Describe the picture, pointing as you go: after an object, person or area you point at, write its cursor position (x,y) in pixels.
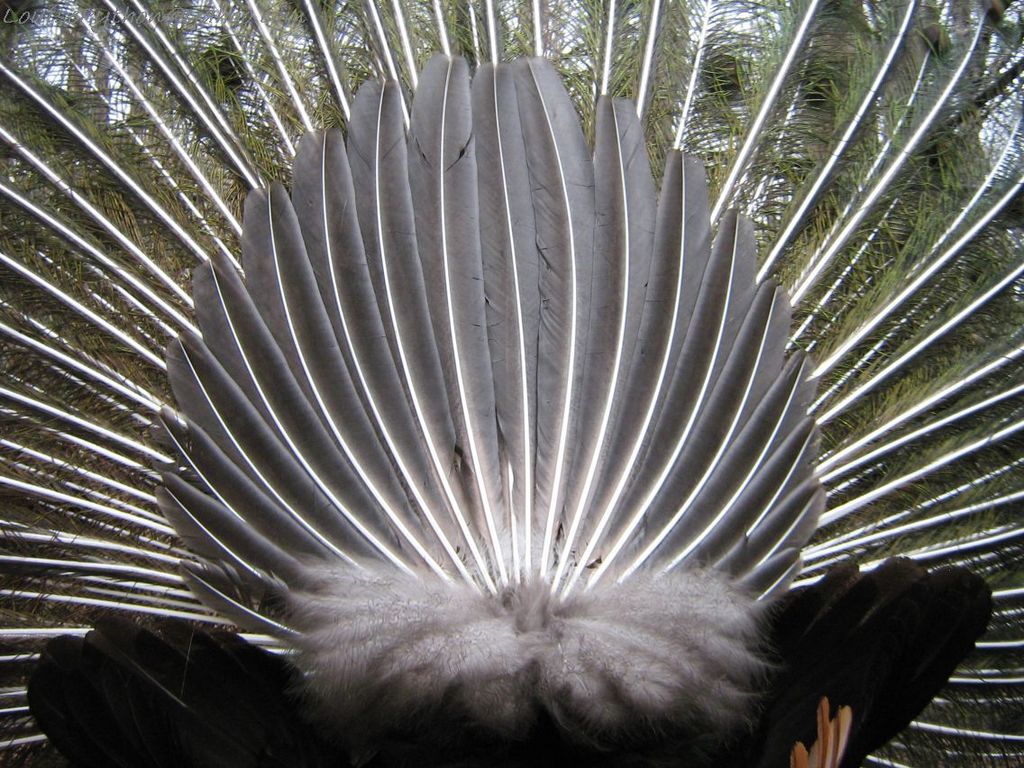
In the picture we can see the feathers (548,540) of the bird (919,609) from back side of it.
